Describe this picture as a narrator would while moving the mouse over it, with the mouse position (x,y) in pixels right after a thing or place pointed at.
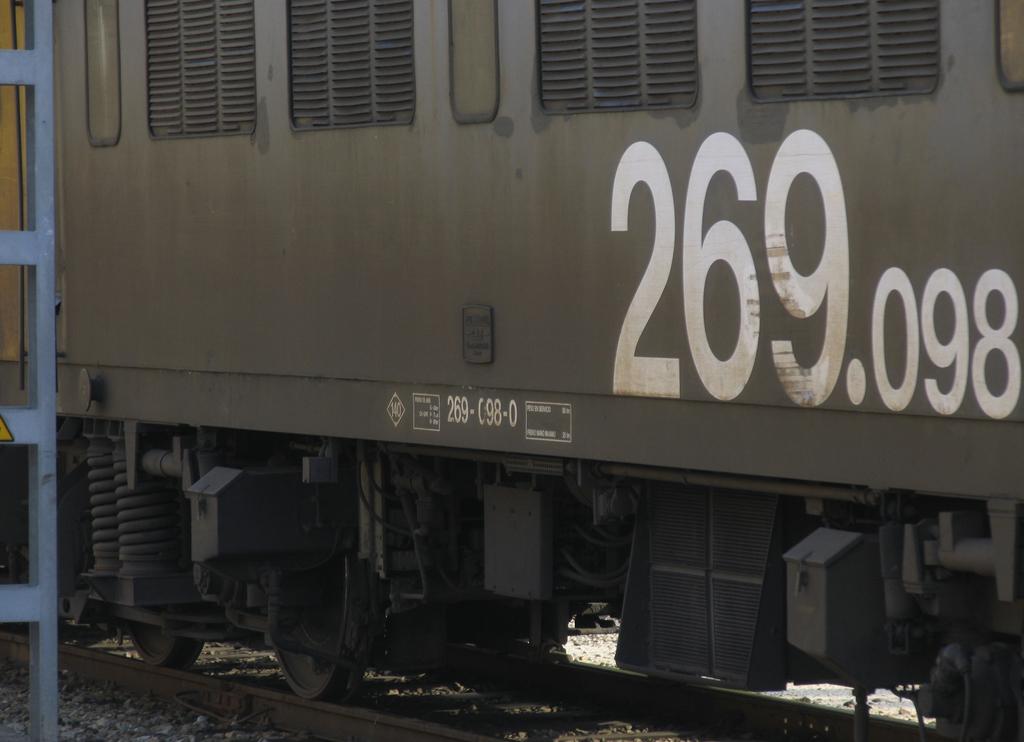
In this image we can see a train (441,602) on the train track (421,705) with some text (709,350) written on it and in front of it we can see a pole (49,283).
